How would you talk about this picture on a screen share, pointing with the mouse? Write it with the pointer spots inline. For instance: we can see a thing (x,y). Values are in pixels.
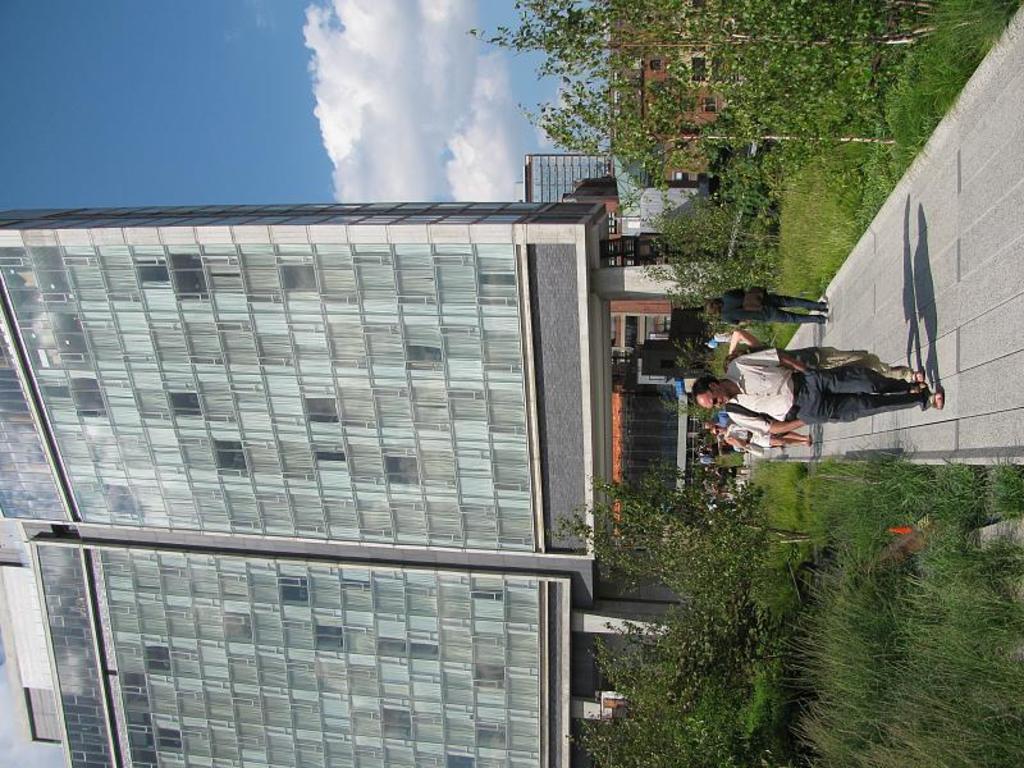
In this image we can see some buildings (662,332) and trees (706,44). We can also see some people (846,408) walking on the path (900,342). At the top (115,101) there is sky (105,108) with some clouds (360,86) and at the bottom (910,671) there is grass (917,543).
